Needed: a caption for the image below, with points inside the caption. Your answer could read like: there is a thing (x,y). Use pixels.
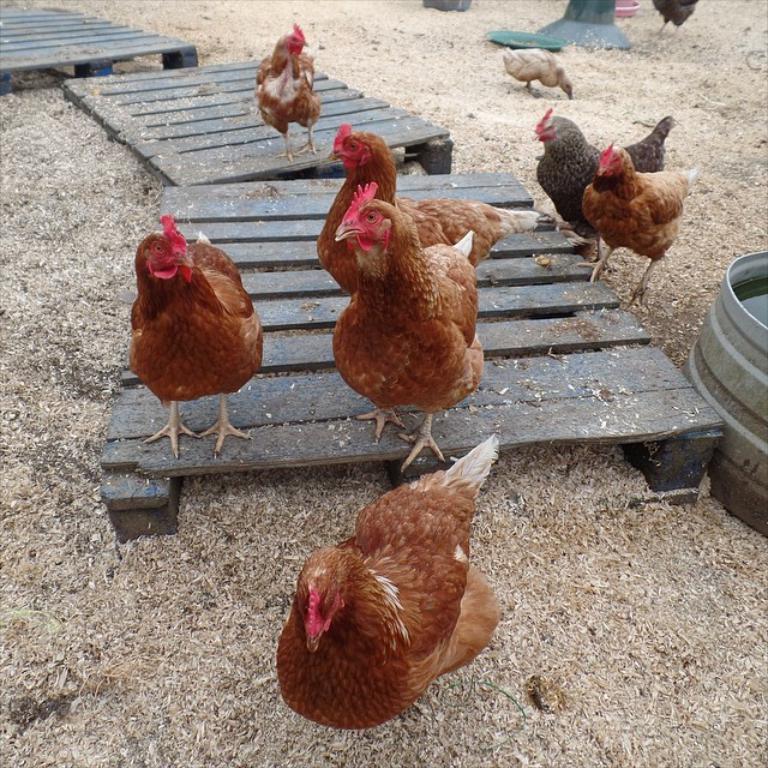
In the picture we can see many hens (383,287) on the wooden surface (194,440) and here we can see a drum (720,391) on the right side of the image (749,373). In the background (472,1), we can see a few more objects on the ground (450,52).
